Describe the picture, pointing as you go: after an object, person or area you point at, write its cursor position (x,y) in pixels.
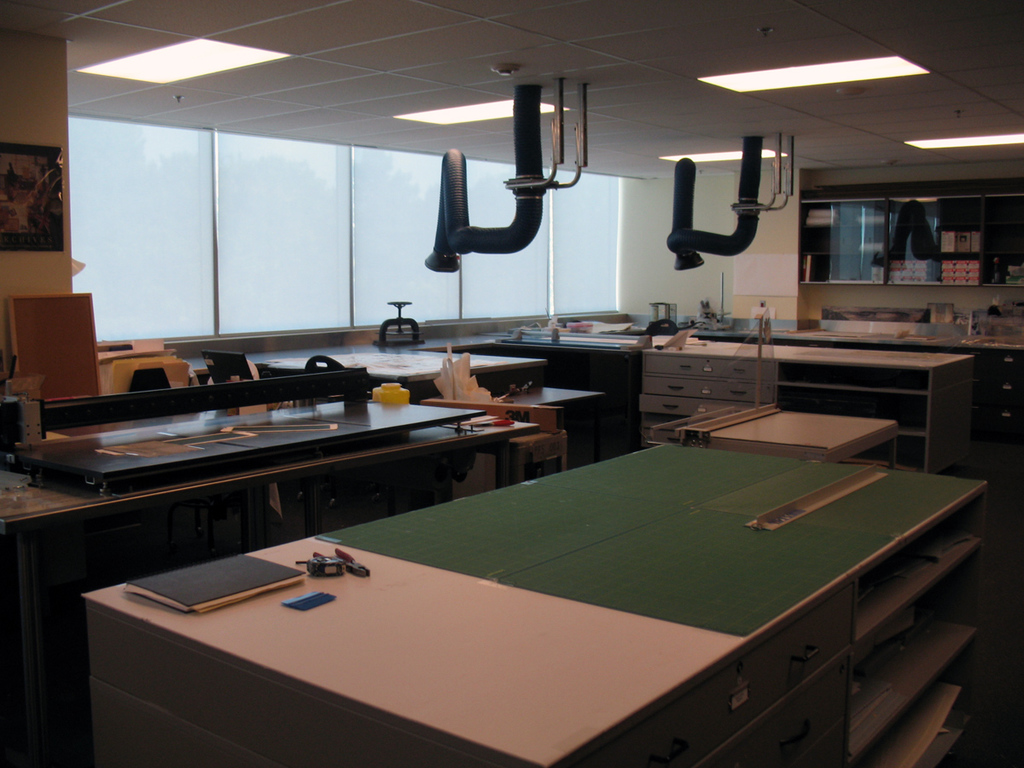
This is a picture of inside of a room (404,543), in this picture at the bottom (583,575) there is one table (492,619). On the table (257,599) there is one book (228,595) and some objects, at the bottom (943,638) there are some lockers (919,657) and in the background (819,423) there are some tables (813,397). On the tables (64,489) there are some objects (184,428), and there is a wall (793,248), glass doors (390,206) and some posters (49,225) on the wall (798,195) and some other objects (965,262). At the top (858,114) there is ceiling (844,114) and some lights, and in the center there are some objects (675,169).
